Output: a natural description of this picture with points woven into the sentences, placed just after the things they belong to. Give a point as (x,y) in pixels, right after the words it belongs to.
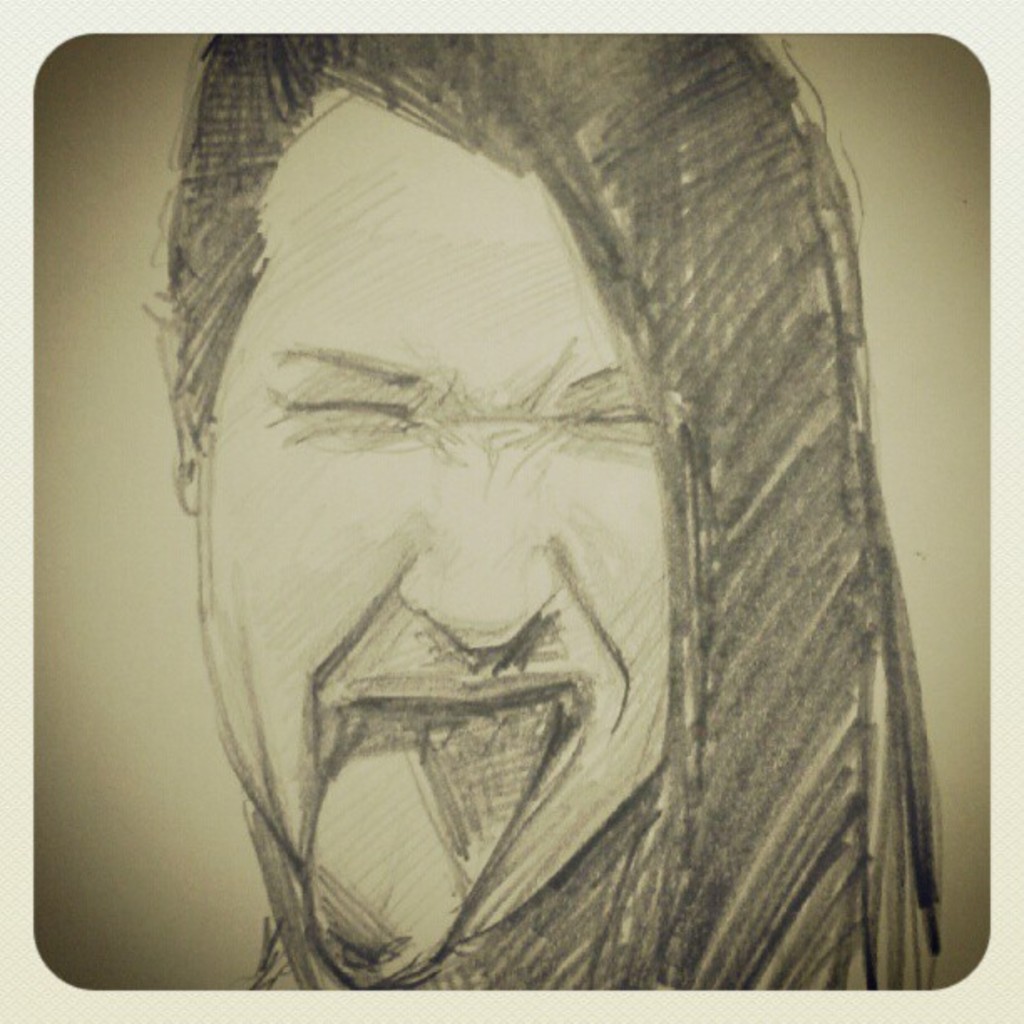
In this image we can see the art (505,348) of a person's face (470,515).
